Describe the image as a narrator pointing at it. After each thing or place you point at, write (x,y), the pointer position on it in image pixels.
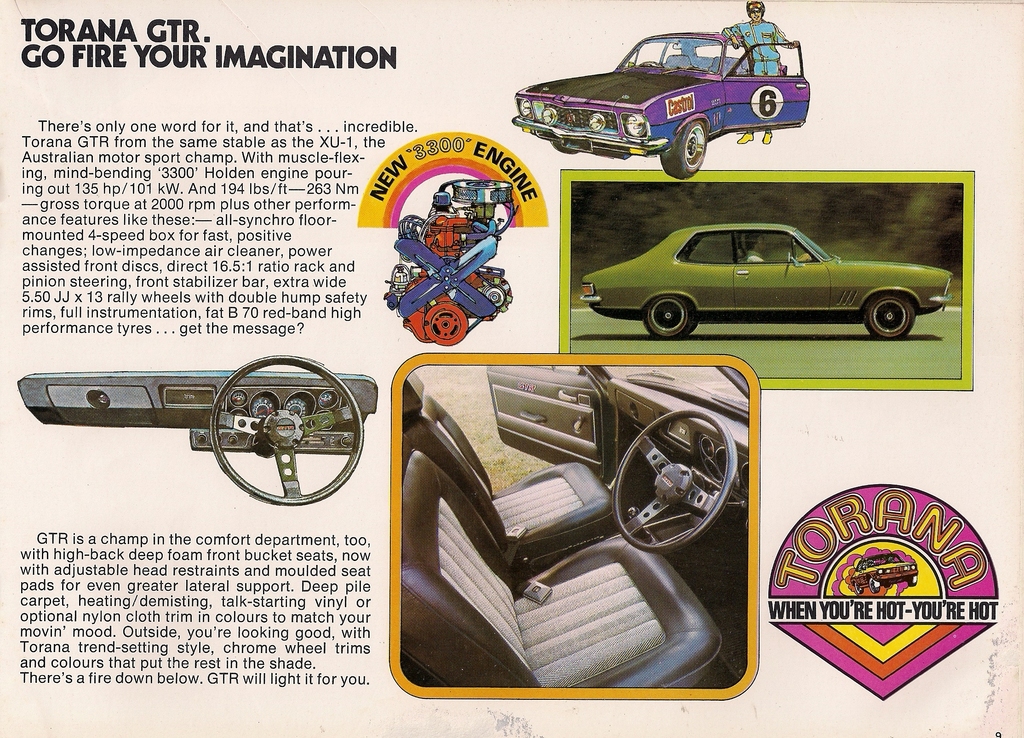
In this image I can see a poster (349,351) or a paper cutting (48,698) with some images (440,334) of the car (573,435) and its spare parts (432,222) and some text (320,254).
